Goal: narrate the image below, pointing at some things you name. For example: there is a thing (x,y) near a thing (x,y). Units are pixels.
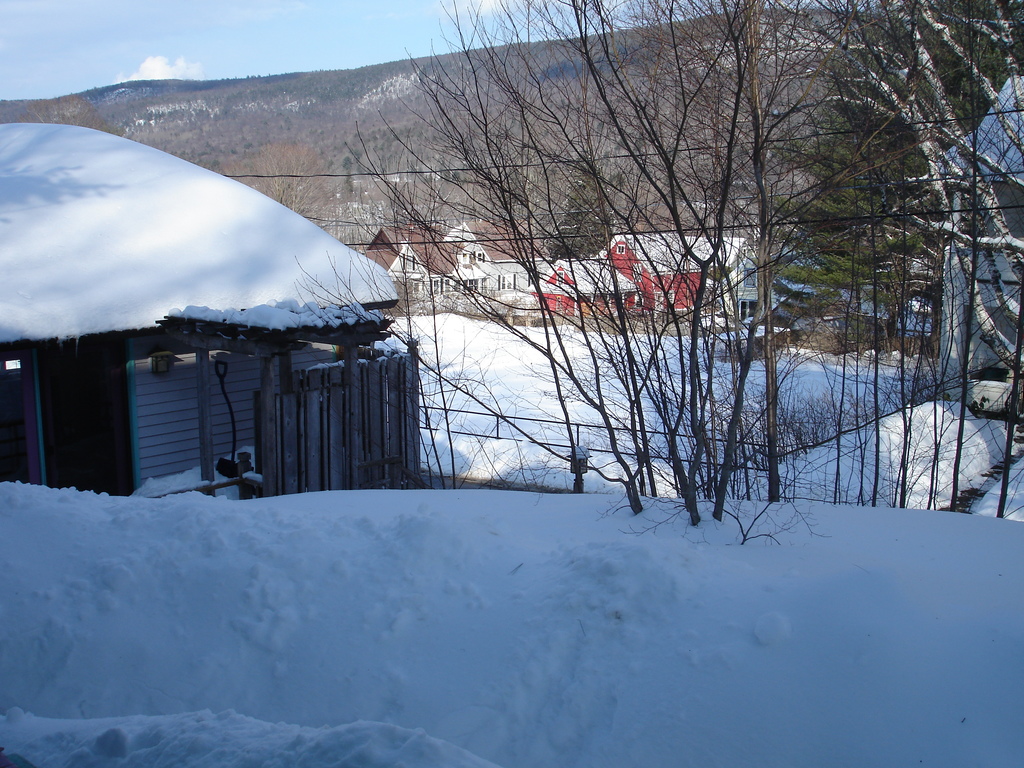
At the bottom of the image (407,640) there is snow (500,659). In the background of the image (453,204) there are mountains (390,223), buildings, trees (695,230).
